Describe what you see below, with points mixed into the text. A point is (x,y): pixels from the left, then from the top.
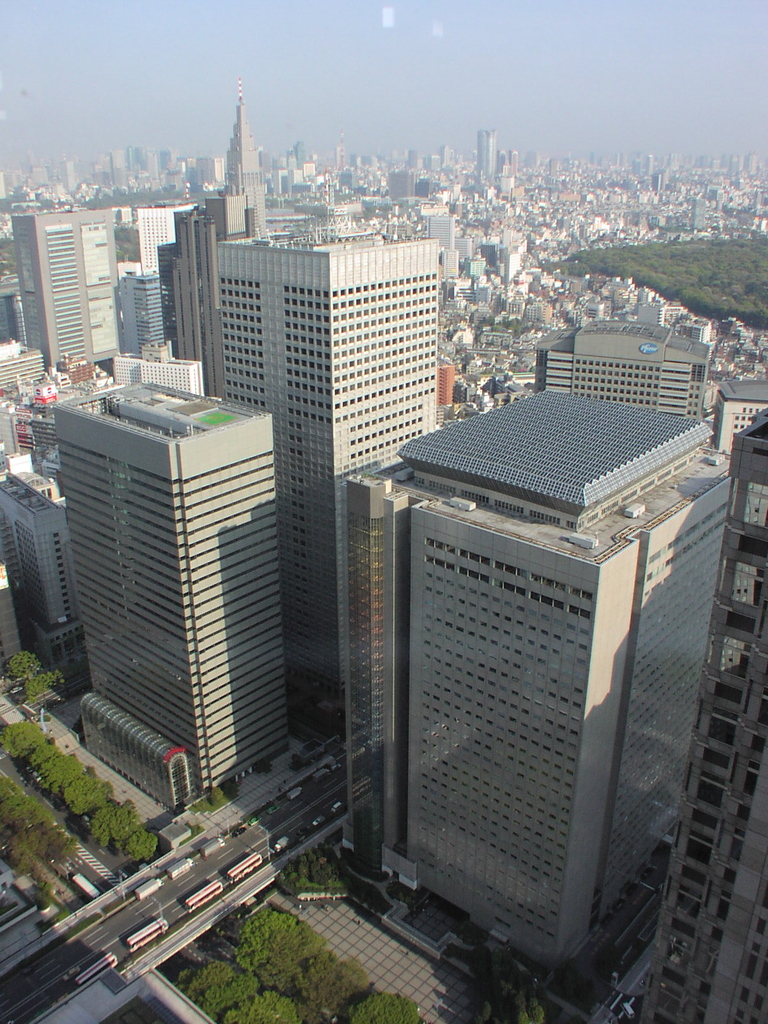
In this image I can see at the bottom (249,941) there are trees (256,916) and few vehicles (164,925) are moving on the road (170,902), in the middle (335,399) there are buildings (498,345). At the top (410,75) there is the sky (390,103).
